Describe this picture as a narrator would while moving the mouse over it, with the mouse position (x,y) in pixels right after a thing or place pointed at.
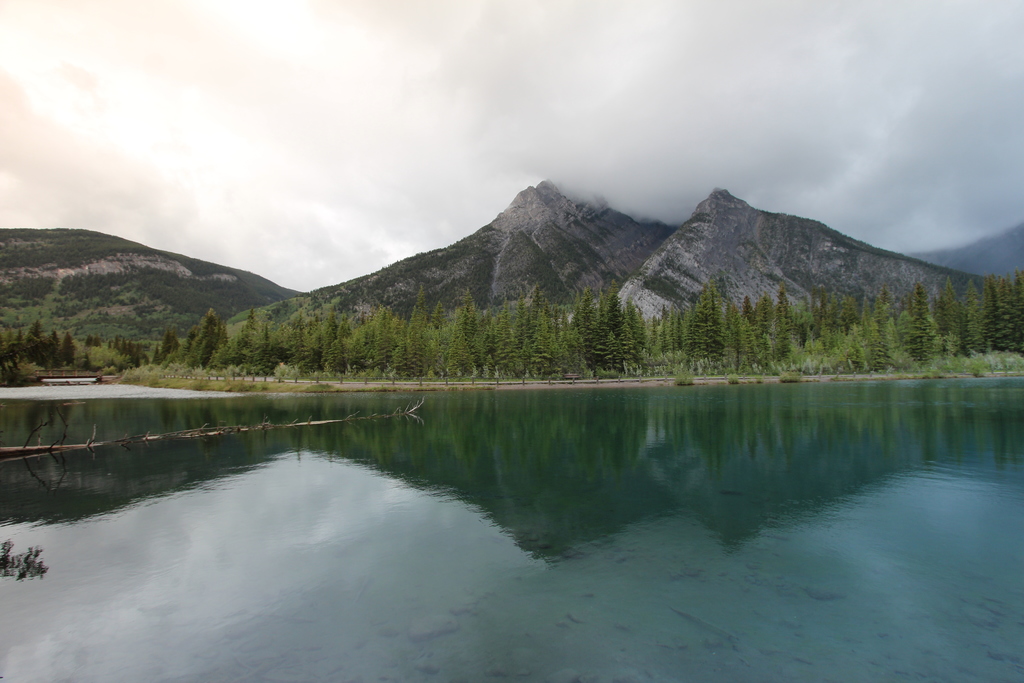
In the image there is a water surface (449,451) and behind the water surface (319,601) there are trees (776,358) and mountains (222,283).
